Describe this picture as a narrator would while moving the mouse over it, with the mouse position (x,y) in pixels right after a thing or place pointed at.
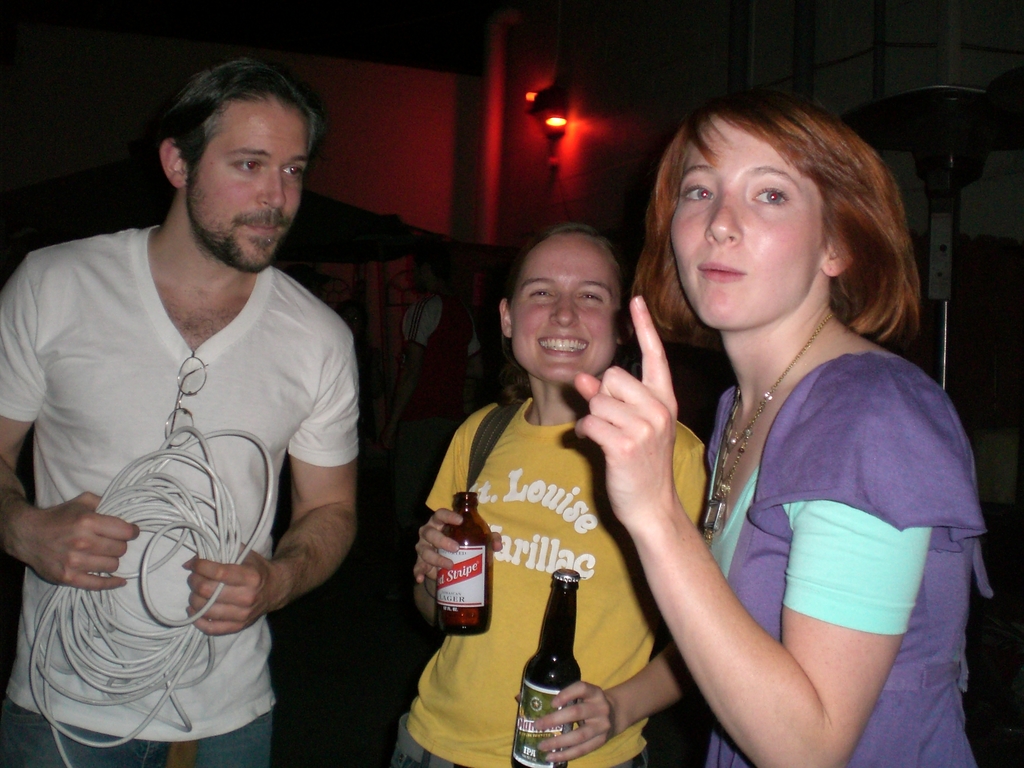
On the left hand side (61,525), there is a person (170,575) in white color t-shirt (188,575) holding a cable (146,551). Beside him, there are two women (529,297). One of them in yellow color t-shirt (546,529) holding two bottles (562,595). And other one is in violet color t-shirt (823,418) raising her finger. In the background (553,93), there is pink color wall (452,160) and a light (553,135).
